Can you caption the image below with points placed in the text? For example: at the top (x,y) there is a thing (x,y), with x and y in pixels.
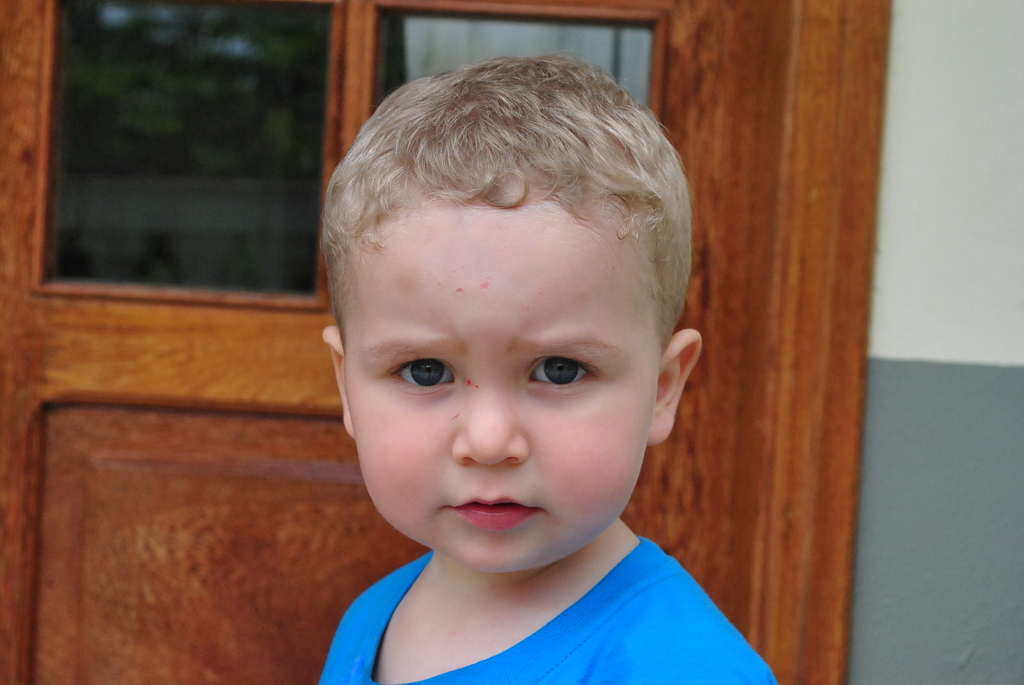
In this picture we can observe a boy (492,526) wearing a blue color T shirt (582,638). Behind him there is a brown color door (190,386). On the right side (939,419) we can observe a wall (948,276) which is in white and grey color.
